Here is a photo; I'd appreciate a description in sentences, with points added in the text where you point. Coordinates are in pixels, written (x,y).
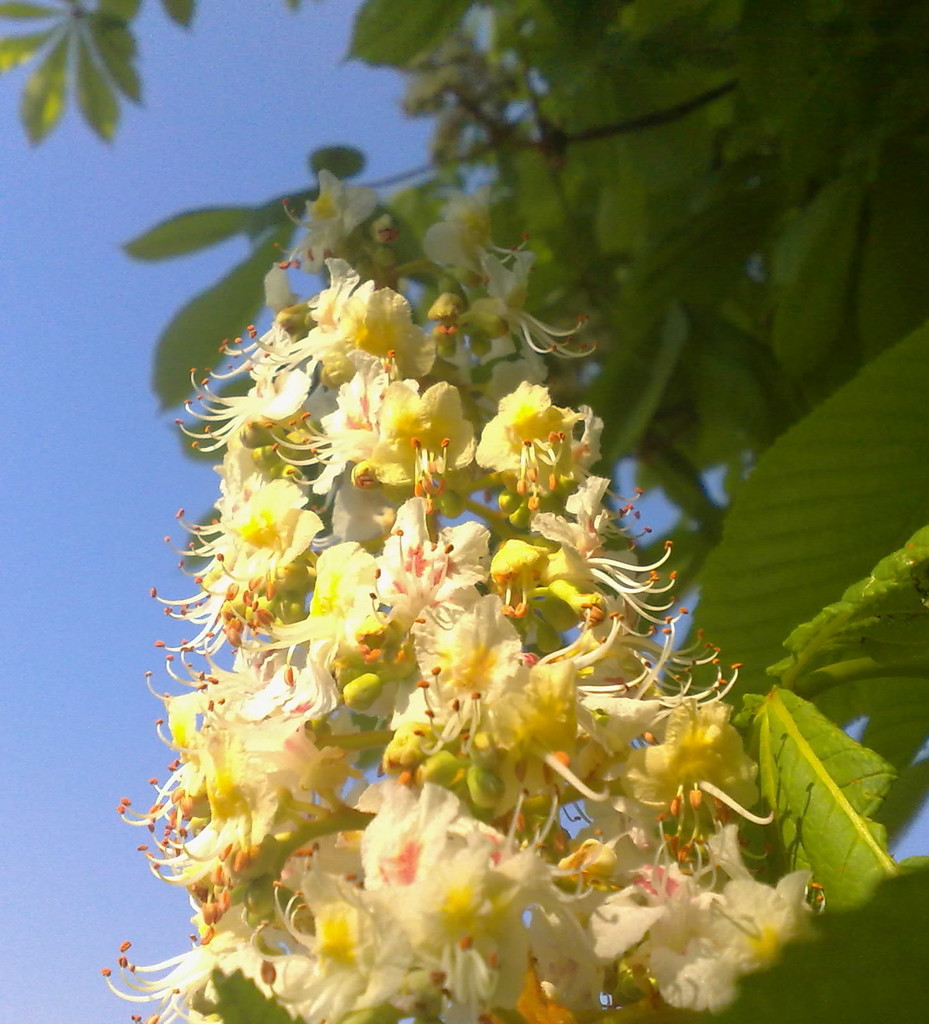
In this image there is a zoom in picture of some flowers (453,642) as we can see on the bottom of this image (496,708) and there are some leaves (620,149) on the top right side of this image (661,214) and there is a sky (114,502) on the left side of this image (125,430).
